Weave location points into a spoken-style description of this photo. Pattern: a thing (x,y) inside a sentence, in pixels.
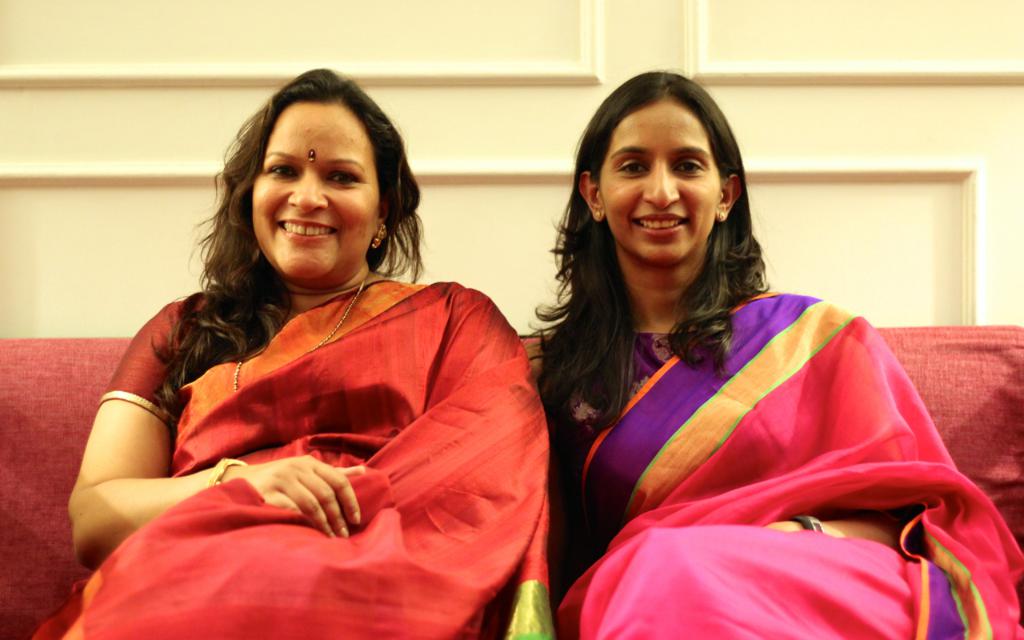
There are two ladies (430,378) wearing saree (596,466) and sitting sofa (953,419). In the background (410,97) there is a wall (482,124).
